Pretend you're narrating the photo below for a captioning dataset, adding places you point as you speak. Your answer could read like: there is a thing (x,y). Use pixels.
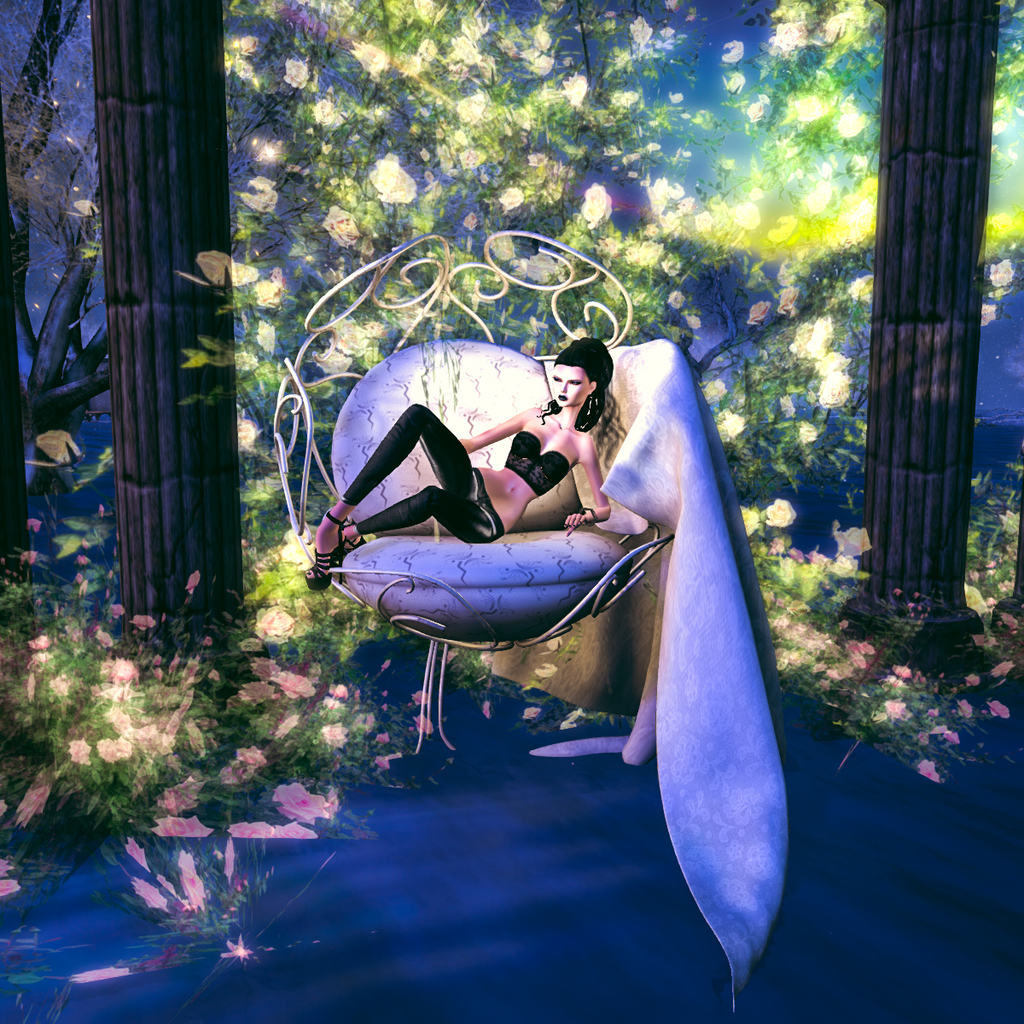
This is an animated image. We can see a lady (541,420) sitting on an object (500,389). We can see the ground (581,757). We can see some plants (508,323), flowers (818,116), trees (807,130) and pillars (897,456). We can also see the background (753,40).
